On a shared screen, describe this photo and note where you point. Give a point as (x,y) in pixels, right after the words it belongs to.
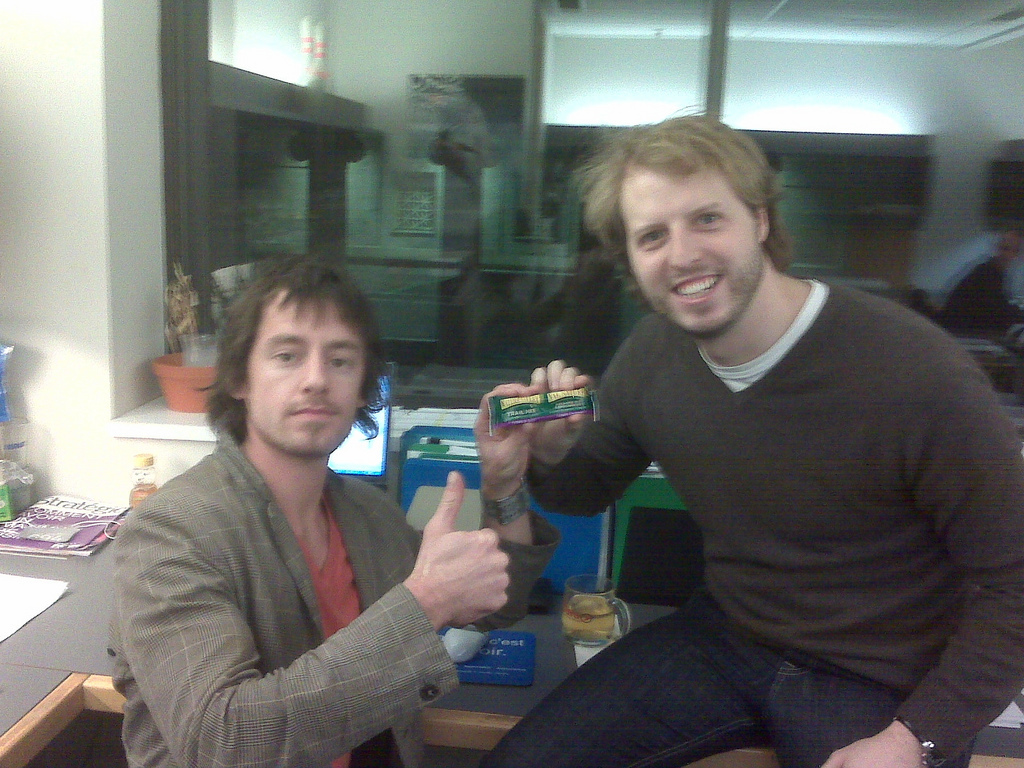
In this image there are two people (627,406) posing for the camera, one with a smile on his face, behind them on the table (109,543) there are a few objects (65,523), behind the table (65,523) there is a glass window (376,260).
